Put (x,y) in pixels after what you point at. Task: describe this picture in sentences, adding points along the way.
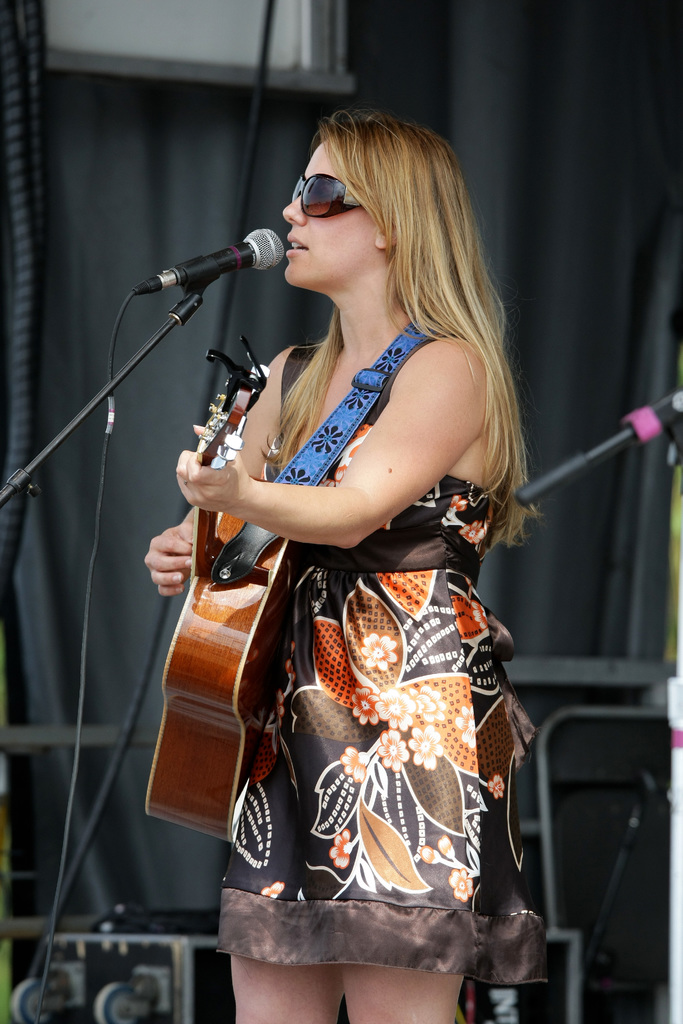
Here a woman (347,558) is playing guitar (266,615) and singing on mic (266,233).
